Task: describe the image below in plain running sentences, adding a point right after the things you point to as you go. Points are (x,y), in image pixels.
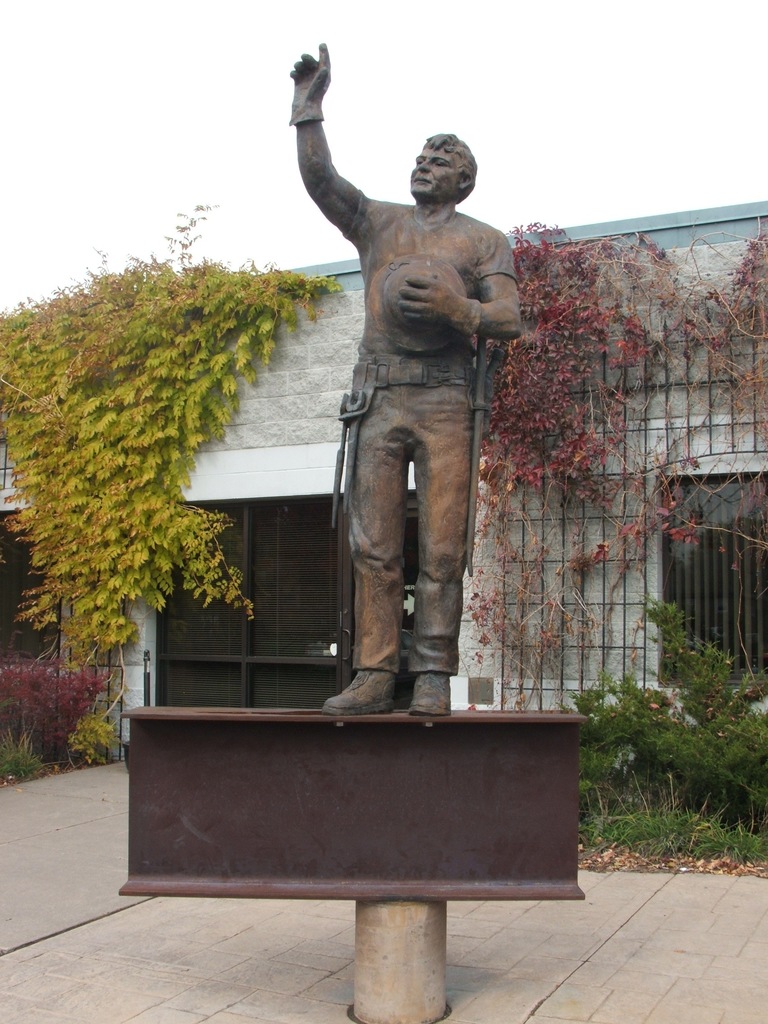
In this image I can see the statue (378,649) of the person (359,681). In the background (74,601) I can see the plants (61,673) and the building (319,694). I can also see the sky (397,161) in the back (437,126).
